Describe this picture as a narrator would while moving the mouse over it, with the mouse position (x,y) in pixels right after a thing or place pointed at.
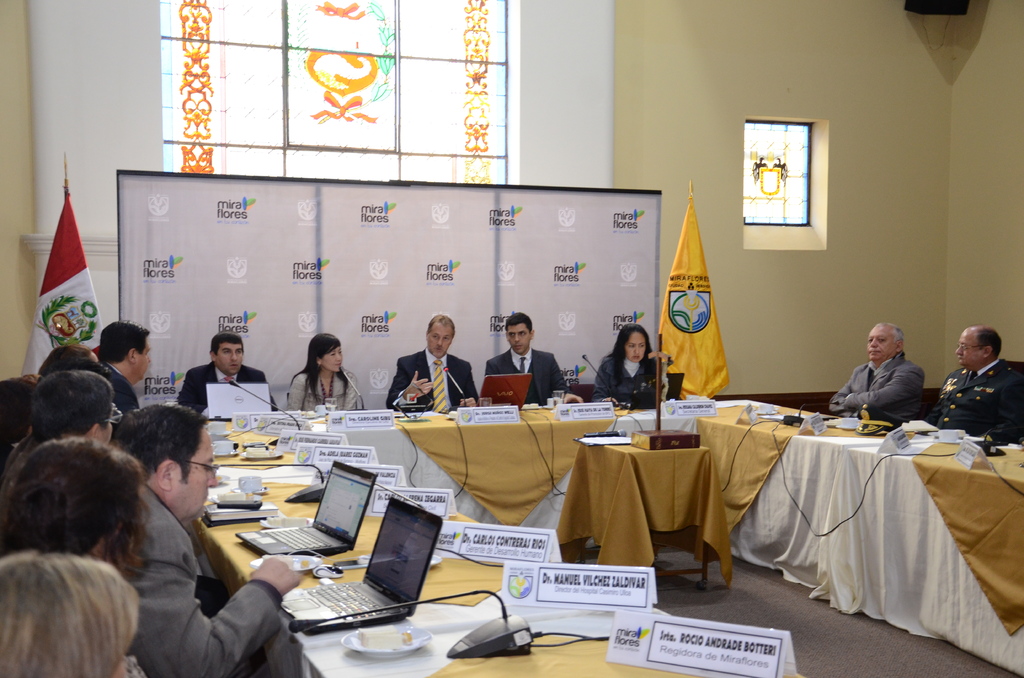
The picture is taken in a conference. In the foreground of the picture (120,638) there are people (444,364), laptops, name plates (520,590), mics (292,498), plates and other objects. In the center of the picture (581,449) there is a desk (615,474), on the desk (619,449) there are bible (654,437), cross (657,379) and other objects (598,438). In the background (315,271) there are flags (53,254) and a banner (344,261). At the top (291,82) there is a glass window (361,106).
